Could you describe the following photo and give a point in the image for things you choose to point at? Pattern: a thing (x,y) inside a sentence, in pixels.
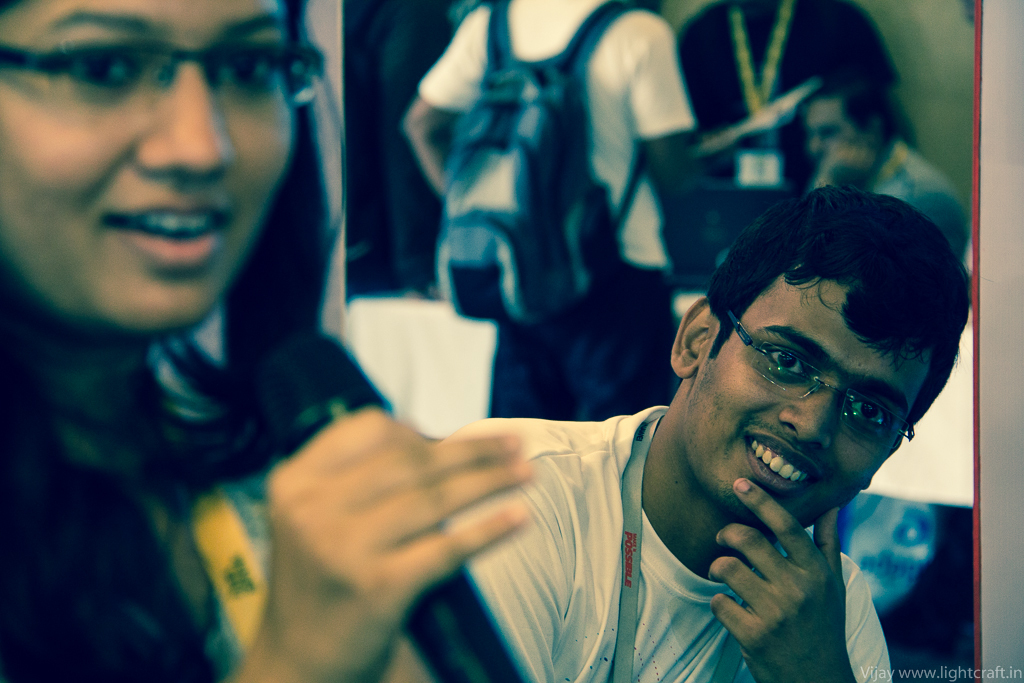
This image consists of some persons (527,346). One is wearing backpack (484,234). There are two persons (593,617) in the front (511,552). On the left side (140,405) there is a woman (145,559), on the right side (759,433) there is a man (664,580).
